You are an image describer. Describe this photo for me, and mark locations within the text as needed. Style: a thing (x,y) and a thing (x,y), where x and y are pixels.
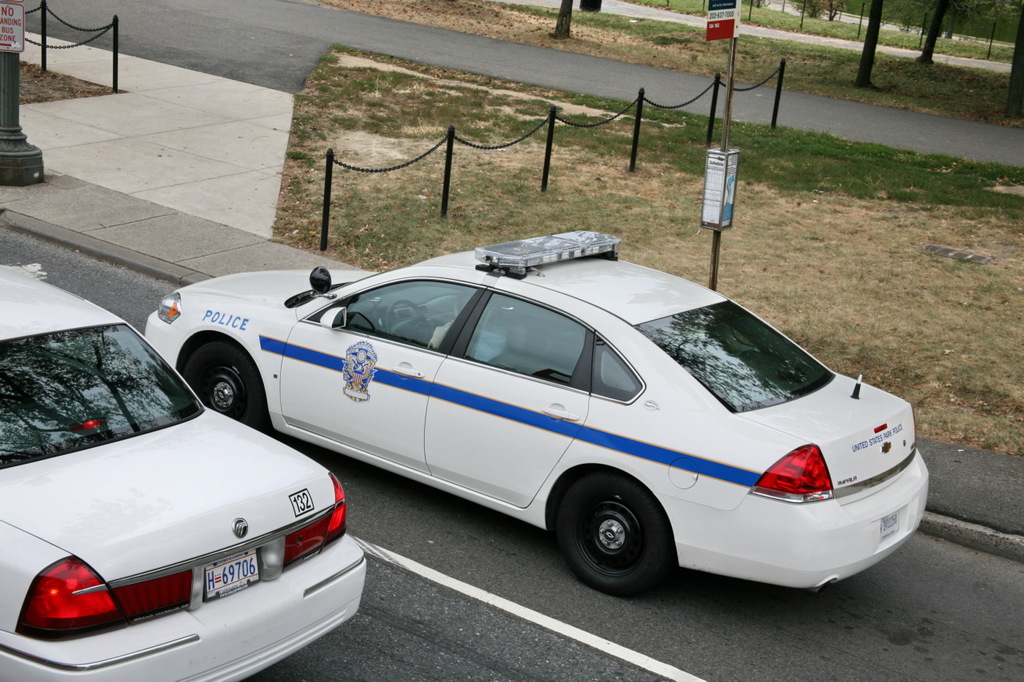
In the image there are two cars (281,353) and beside the cars (379,313) there are small poles (446,168) attached with the chains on the grass (557,206) and also a caution board (6,41) kept in front of a small pillar (13,145).
